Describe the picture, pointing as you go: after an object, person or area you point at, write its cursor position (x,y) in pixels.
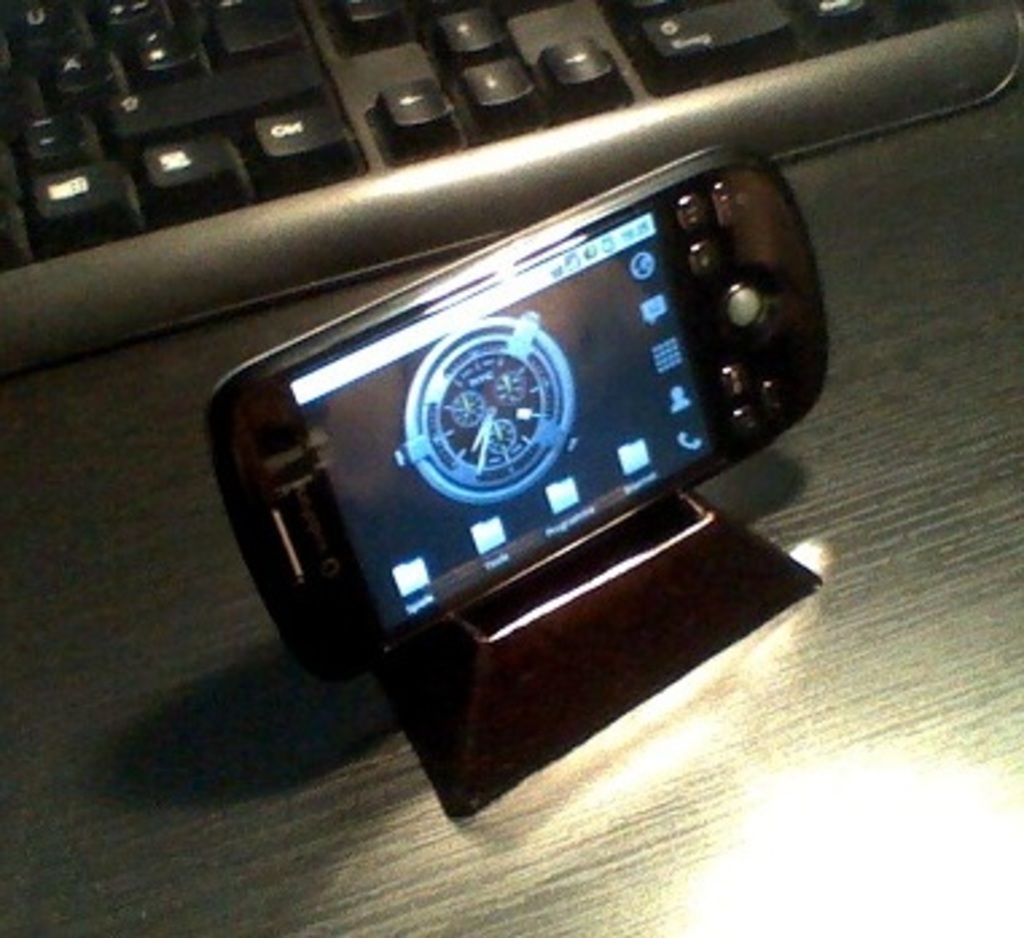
In this image there is a mobile (255,502) on the stand (599,615). Behind the mobile (610,275) there is a keyboard (530,221) on the table (638,793).
